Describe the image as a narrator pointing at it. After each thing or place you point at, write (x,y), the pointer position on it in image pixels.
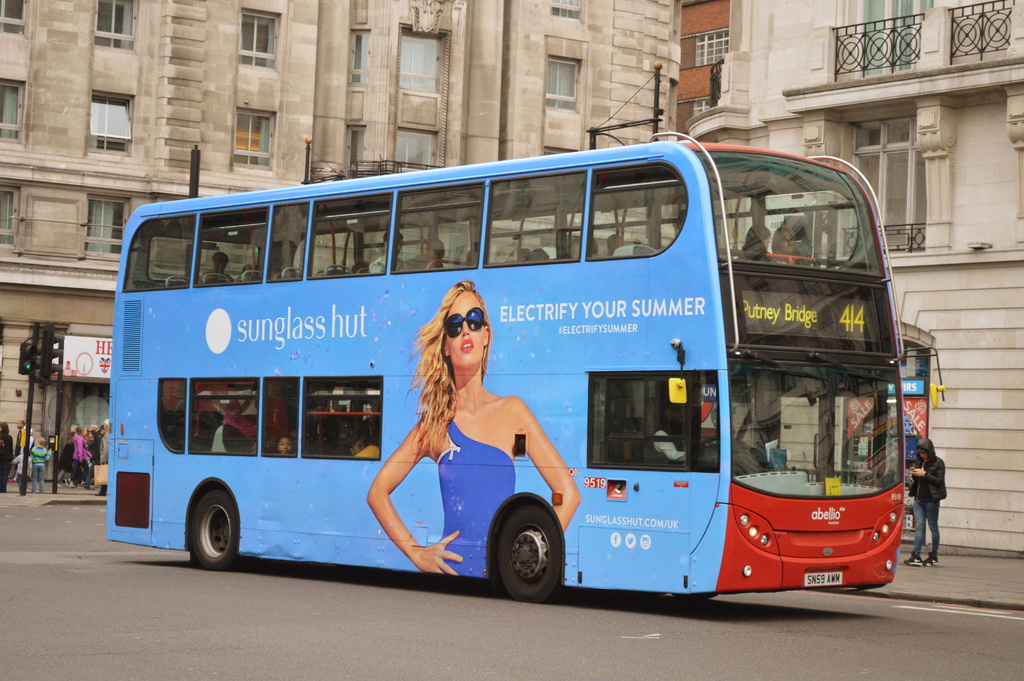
There is a blue color Double-Decker bus (548,295) on which there is a woman's image (431,427) on the road (466,614). In the background (21,457), there are persons (43,474) standing on the road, there is a person (935,524) standing on a footpath (952,571), there are buildings (427,71) which are having glass windows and there are signal lights (54,345) attached to the poles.
